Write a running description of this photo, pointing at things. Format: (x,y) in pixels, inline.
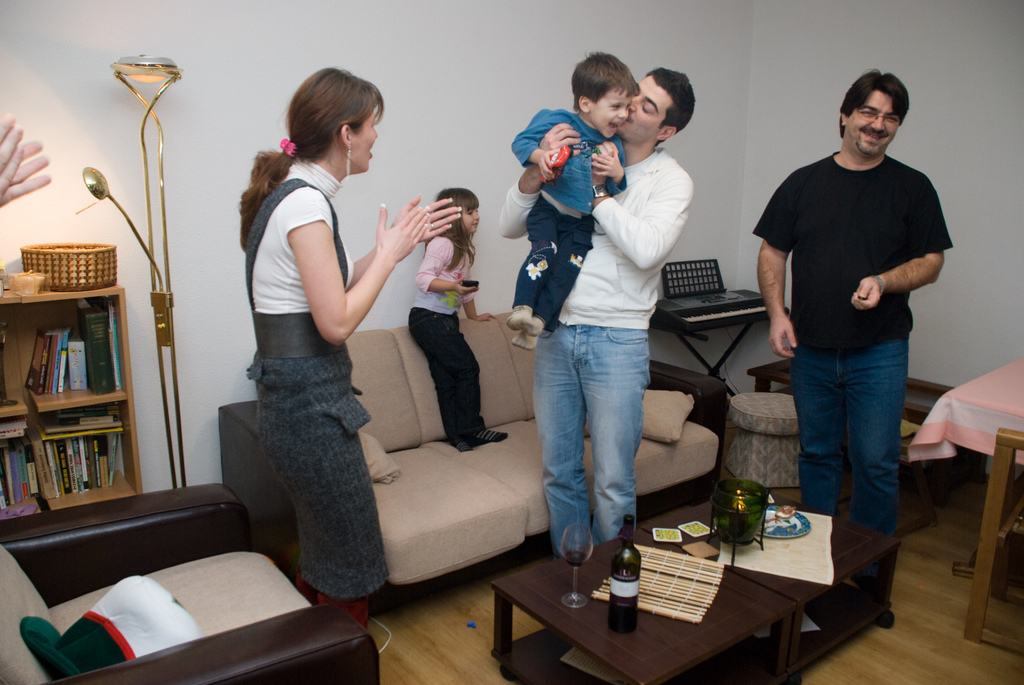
On the background (764,72) there is a wall (799,48). We can see one girl (453,260) standing on sofa (460,455). We can see this man (872,137) standing and smiling. Here we can see a man (633,207) in white colour shirt (626,260) holding a boy (547,151) in his hands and kissing. We can see this women (280,282) is standing and clapping near to the table (682,646) and on the table (698,627) we can see a lantern (744,528), plate (772,533), cards (670,537), bottle (624,558) and a glass (571,528). This is chair (176,593). Here in a desk (119,439) we can see books (92,367) and there is a basket (105,264) on it. This is a floor (849,656).
